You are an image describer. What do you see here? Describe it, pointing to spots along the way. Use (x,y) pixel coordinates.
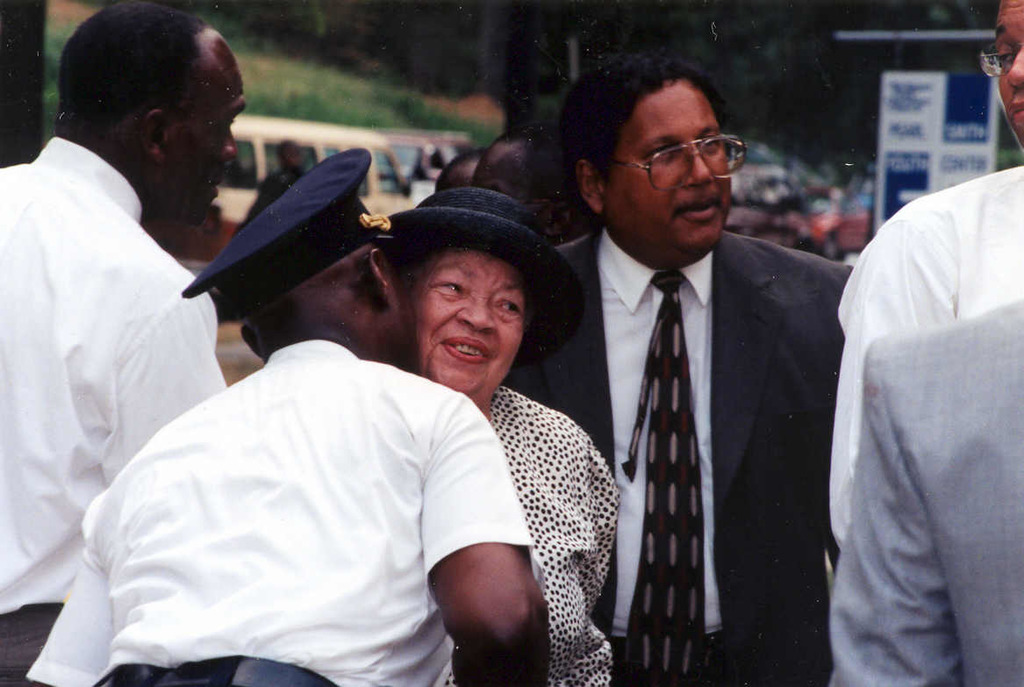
In this image I can see the group of people (315,401) with different color dresses (624,484). I can see two people (415,232) with the caps (437,227) and two people (682,194) wearing the glasses (725,167). In the background (760,173) I can see many vehicles (773,169) and the boards (885,119). I can also see the trees (513,41) in the back (435,36).
